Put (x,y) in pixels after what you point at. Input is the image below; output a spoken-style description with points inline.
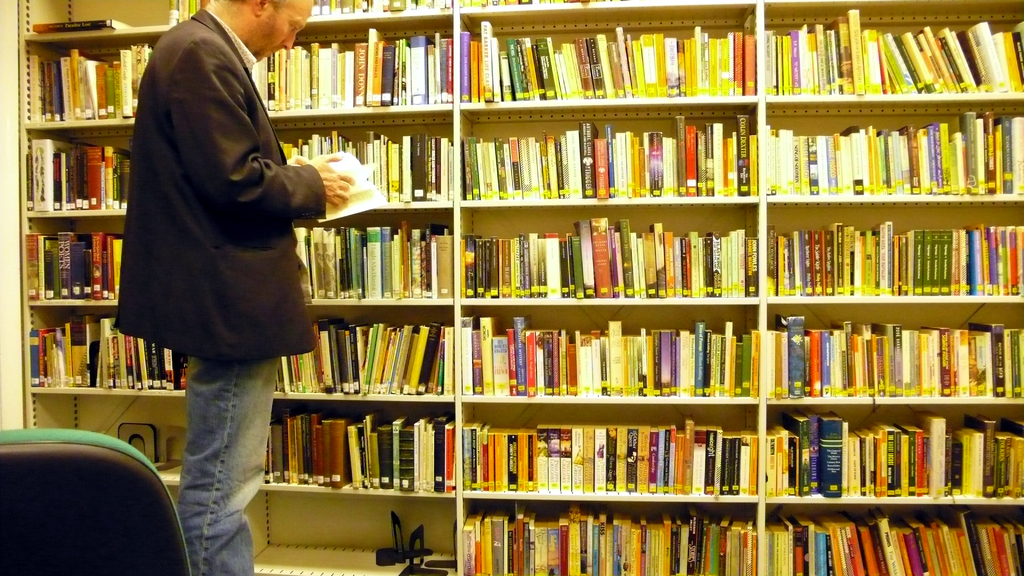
In this image on the left (234,238) there is a person (243,265) standing and holding an object (346,158) in his hand (327,173). In the background (337,287) there are shelves (631,162) and in the shelves (319,224) there are books (550,248). In the front (108,472) on the left side (89,505) there is an object (61,517) which is black and green in colour.
